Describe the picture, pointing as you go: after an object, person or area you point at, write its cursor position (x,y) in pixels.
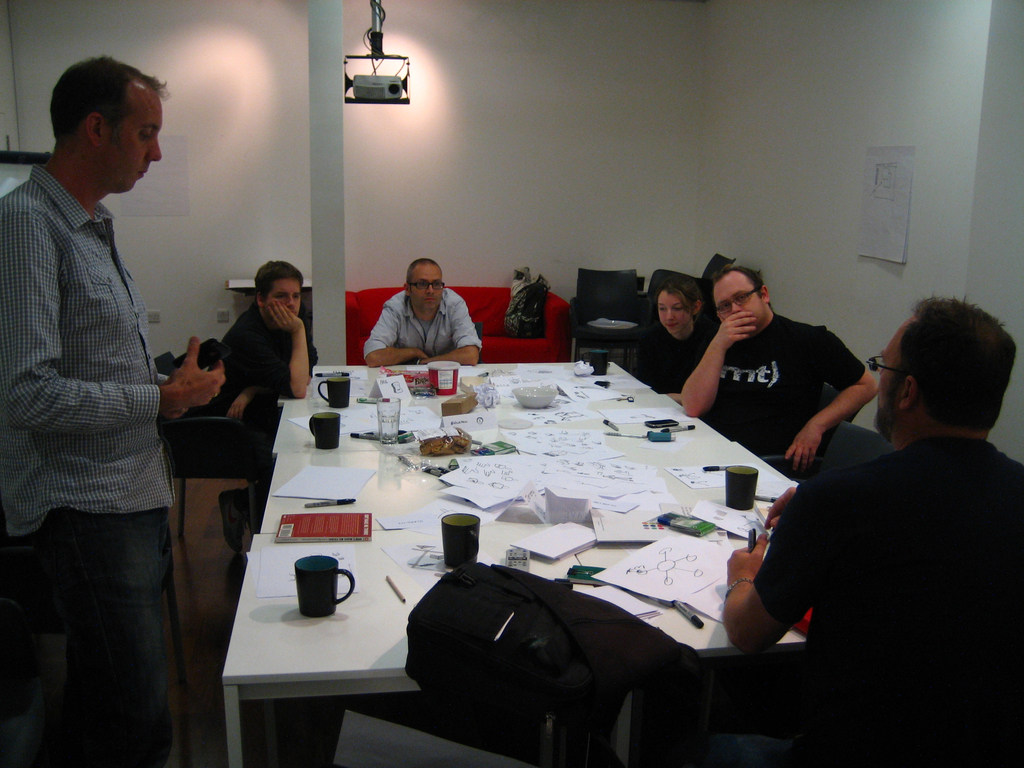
There is a room (491,172). There is a group of people (749,341). They are sitting on a chairs (831,457). On the left side (84,477) we have a person (100,225). He is standing. There is a table (602,559). There is a bag (555,612), paper (607,459), pen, glass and cup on a table (295,434). We can see in background (379,265) white color wall (392,268) and lights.
